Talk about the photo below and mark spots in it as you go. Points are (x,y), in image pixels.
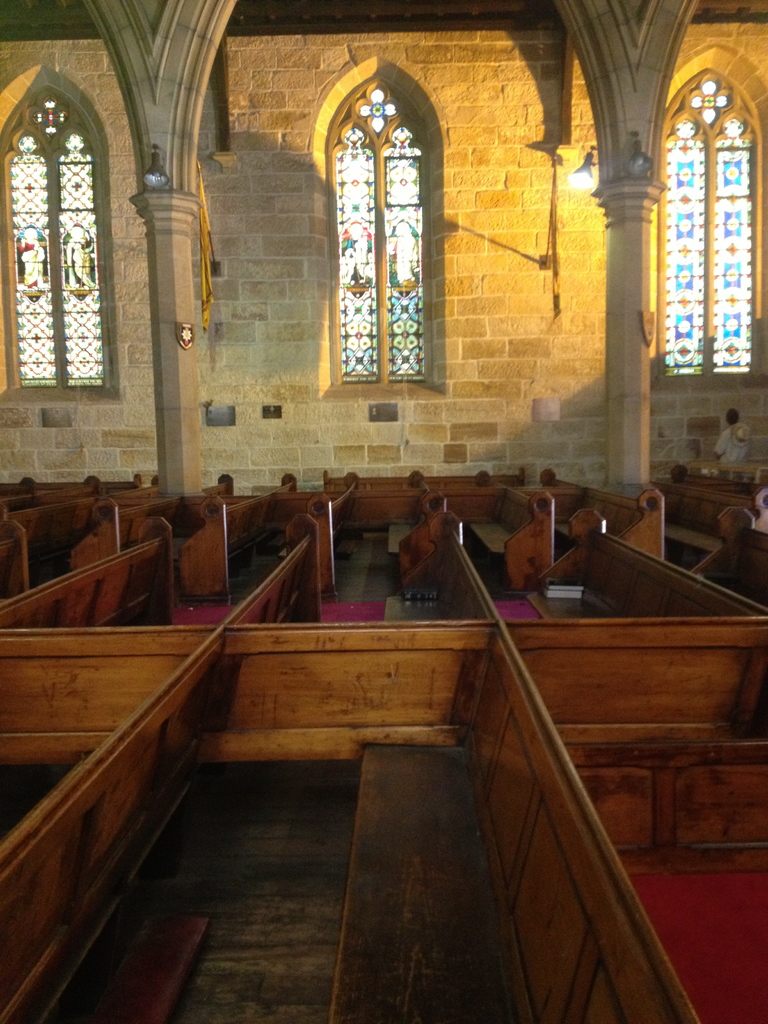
In front of the image there are benches (442,571). On the right side of the image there is a person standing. In the center of the image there are books (569,591) on the bench (579,601). In the background of the image (16,261) there are pillars (182,258), lights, windows (370,245) and there is a wall (520,367).
